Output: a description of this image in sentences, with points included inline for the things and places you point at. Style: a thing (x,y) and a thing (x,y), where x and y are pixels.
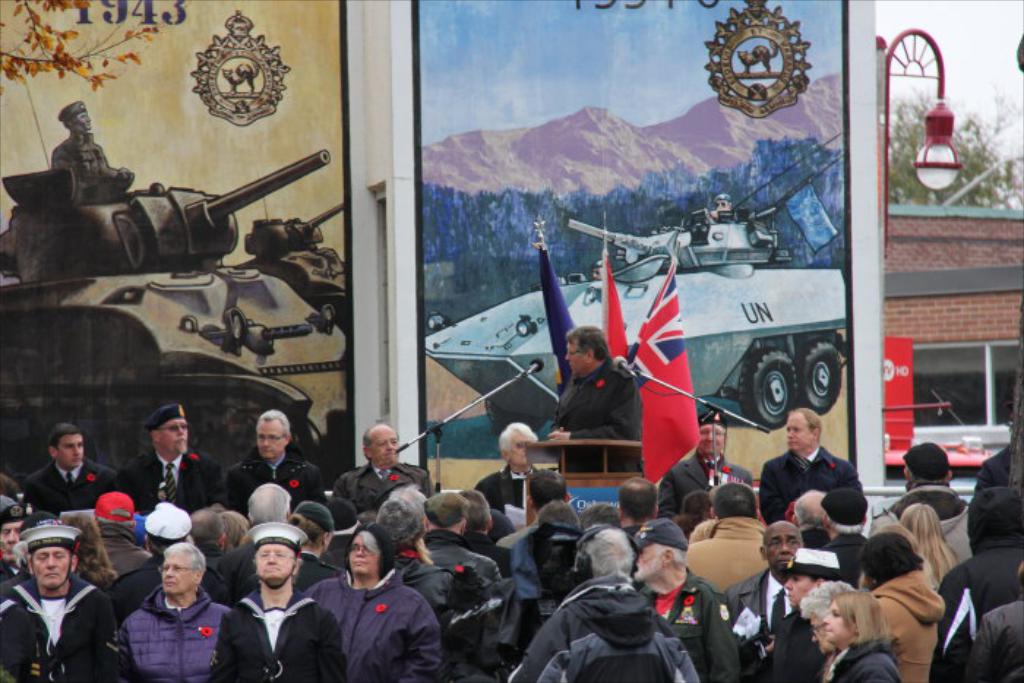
In this picture I can see few people (574,391), one person (584,384) is standing and talking in front of mike (624,366), behind there are some boards (152,185) to the wall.
